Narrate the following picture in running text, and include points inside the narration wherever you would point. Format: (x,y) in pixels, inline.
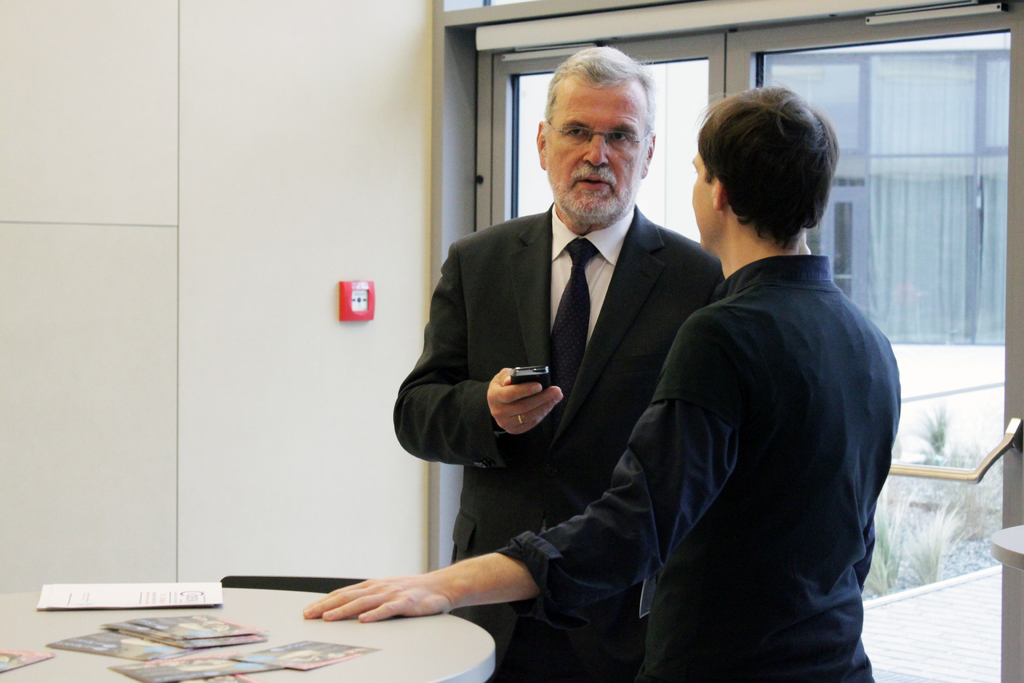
In this picture we can see two persons (763,406) standing on the floor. This is the table (289,618). And there is a wall (241,220) and this is the glass door (913,199).
